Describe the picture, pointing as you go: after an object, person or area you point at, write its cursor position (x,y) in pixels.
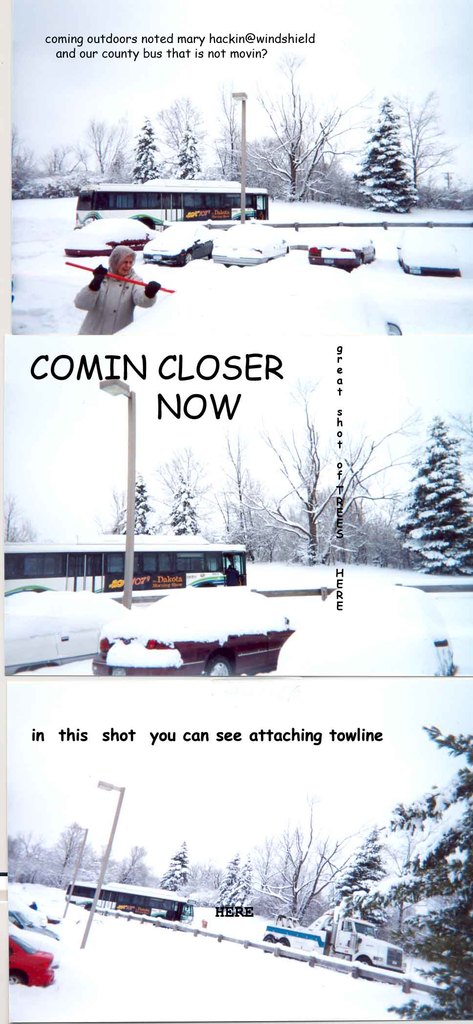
This is a collage image. In this image we can see ground (20,235) covered with snow (431,251), motor vehicles (131,232), trees (231,161), woman (113,306) holding a scraper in her hand (158,285), street pole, street light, barriers (190,930) and sky (221,74).
